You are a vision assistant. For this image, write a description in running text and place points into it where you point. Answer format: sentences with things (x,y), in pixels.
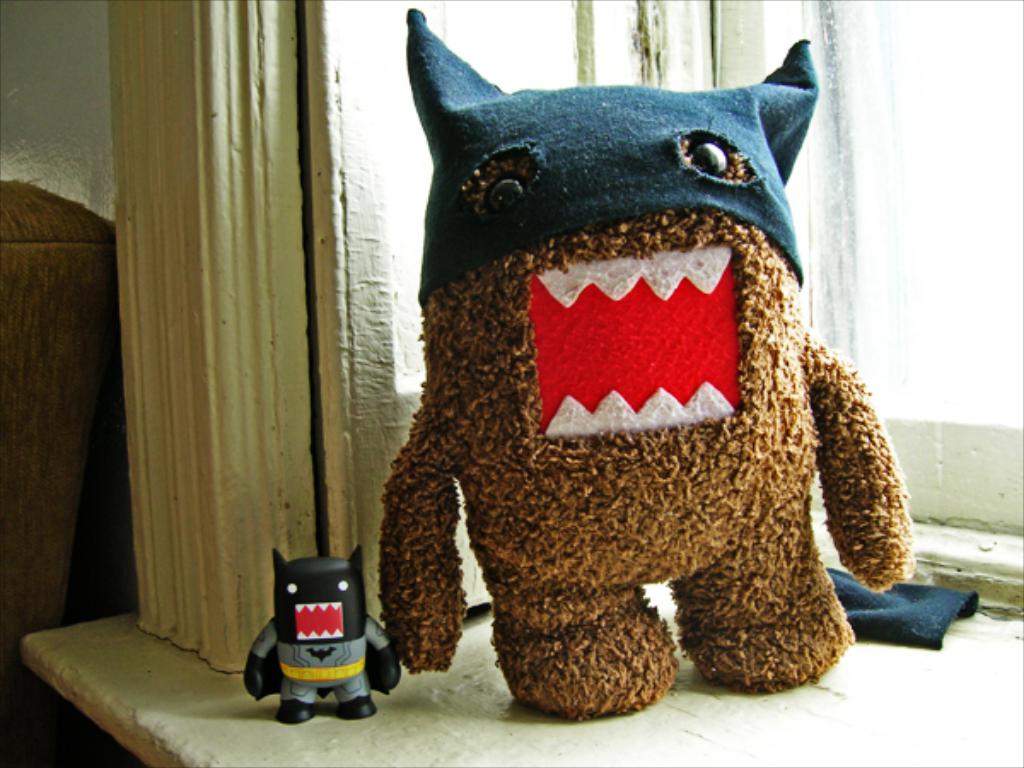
In this image I can see two toys (506,647) which are in brown, red, white, black and ash color. These are on the table (675,704). To the side there is a cloth (914,599). I can also see the window (962,579) to the right (919,580).
